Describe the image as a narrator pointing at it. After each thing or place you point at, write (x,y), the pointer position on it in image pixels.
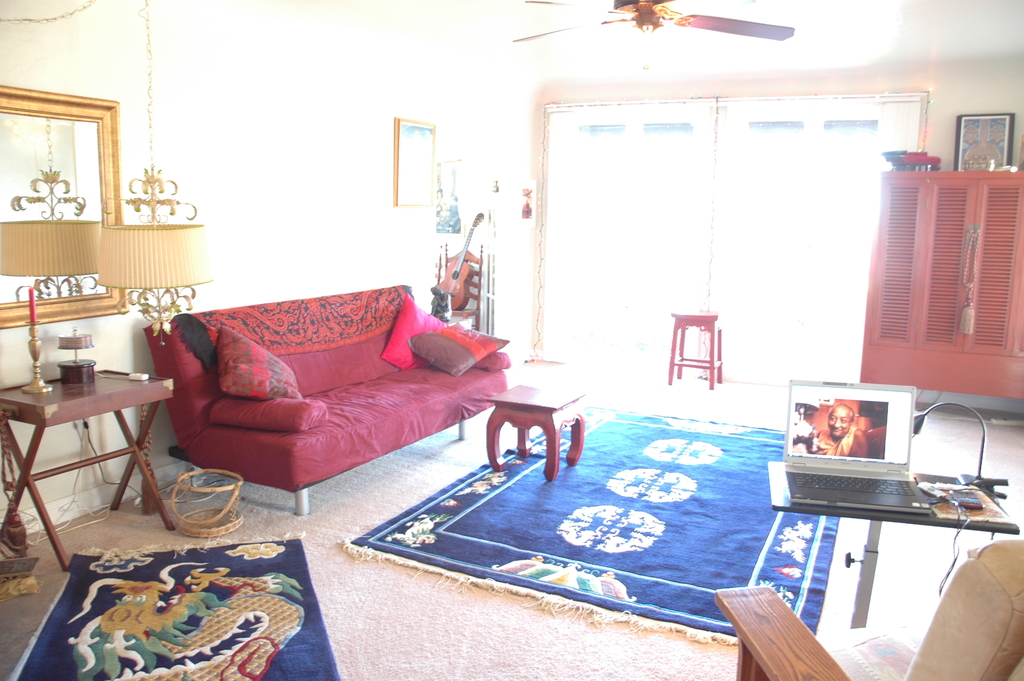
in the picture we can see the living room (442,347) in that we can see sofa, carpet (398,459), table (526,399), cushion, guitar (449,276), laptop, cupboard (902,308), fan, mirror (64,288) and lamps (130,262).
